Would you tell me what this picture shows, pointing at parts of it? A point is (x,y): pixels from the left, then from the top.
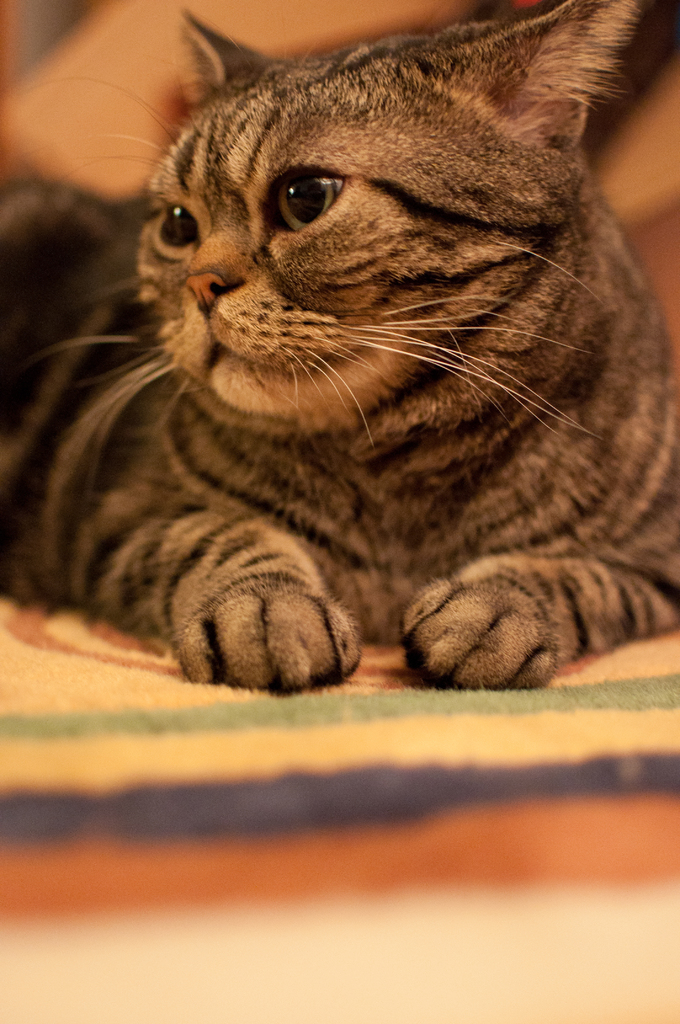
In this image there is a cat (327,588).
